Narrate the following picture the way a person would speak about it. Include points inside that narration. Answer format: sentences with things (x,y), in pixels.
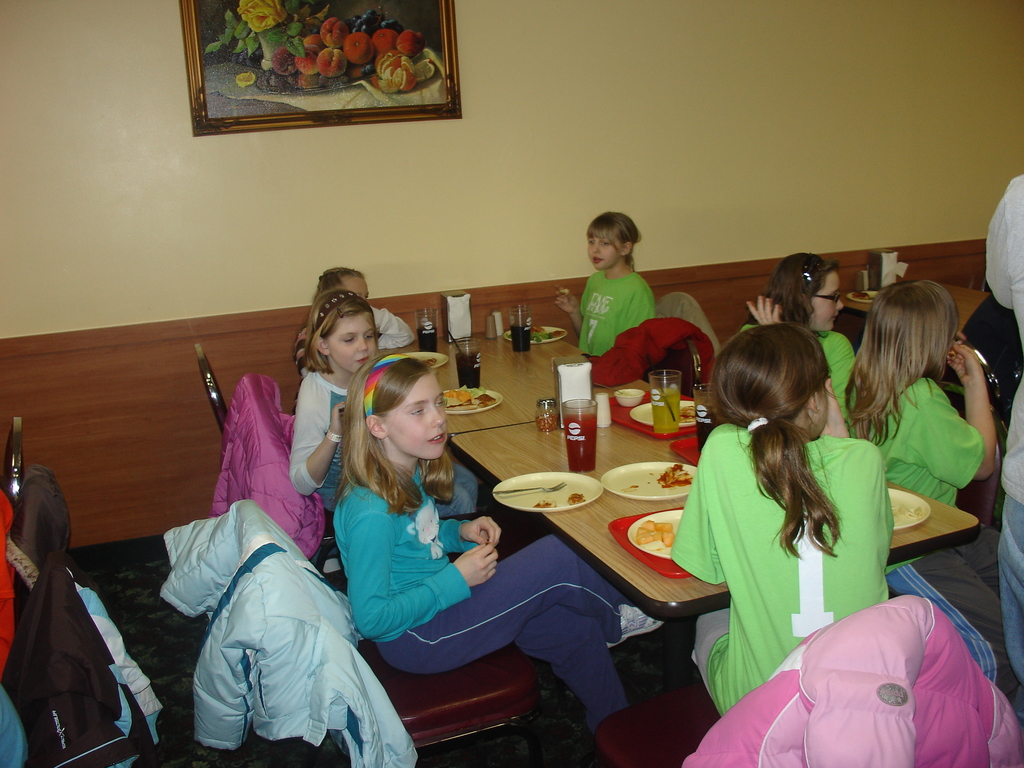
In this image, there are some girls (368,390) sitting on the chair (997,416). There is a table (453,358) in front of them. This table (480,438) contains glasses (457,344) and plates (665,491). There is a plate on this tray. There is a photo frame (307,70) attached to the wall (457,160). These girls (764,312) are wearing clothes (449,506).
